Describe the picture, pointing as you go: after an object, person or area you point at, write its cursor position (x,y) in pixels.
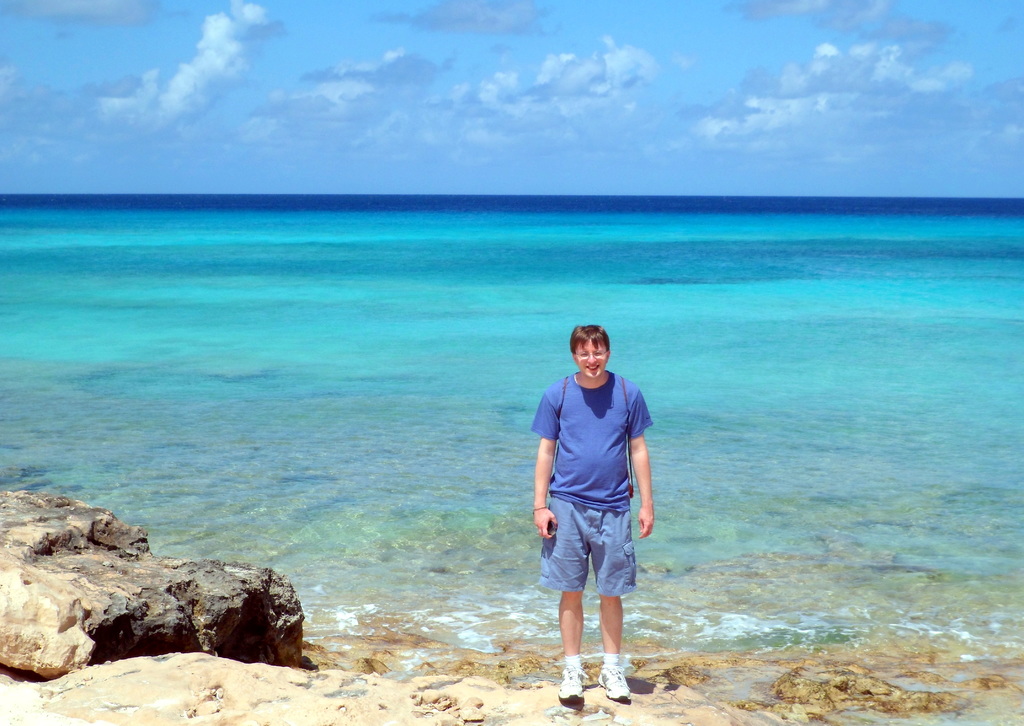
In this picture there is a man (597,516) standing and smiling. In the background (413,385) there is an ocean (455,252) and the sky (618,105) is cloudy. In the front (148,596) on the left side (132,593) there is a stone (153,604).
